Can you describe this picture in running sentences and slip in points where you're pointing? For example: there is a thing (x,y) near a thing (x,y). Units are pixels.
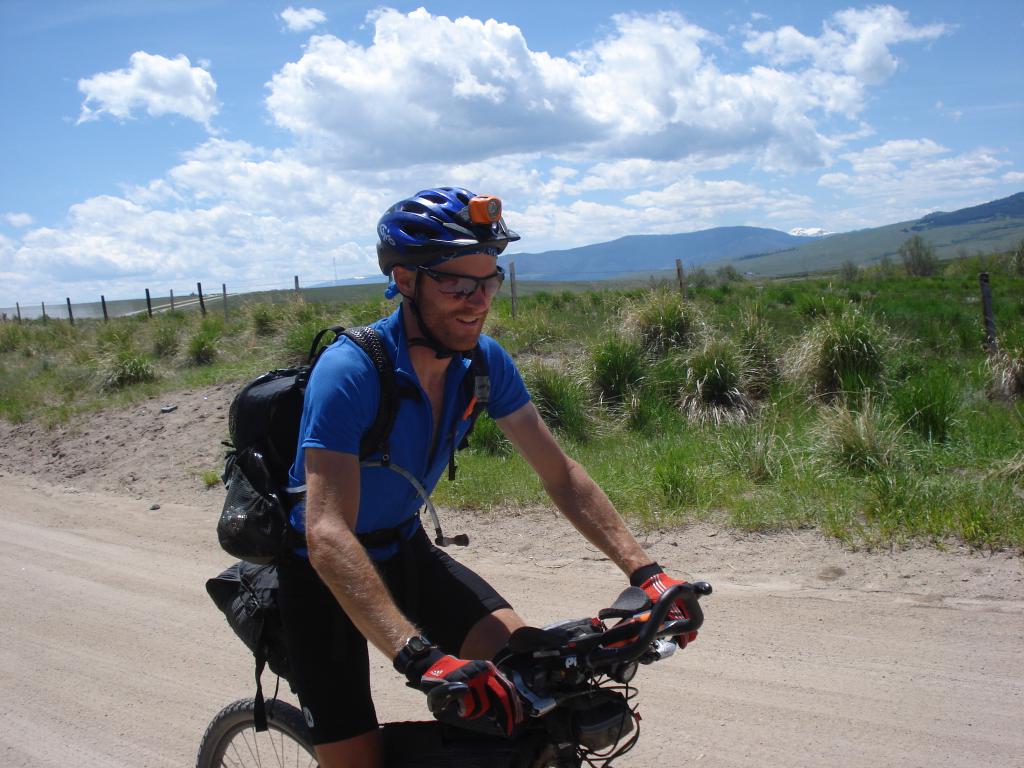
This is the picture outside of the city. There is a man (348,501) sitting and riding bicycle (385,723). At the top (52,94) there is a sky (191,49) with clouds (319,109). At the back (680,242) there is a mountain (717,236). At the bottom (782,578) there are plants (811,448) and sand (765,658) and at the back (50,313) there is a fence (20,309).
